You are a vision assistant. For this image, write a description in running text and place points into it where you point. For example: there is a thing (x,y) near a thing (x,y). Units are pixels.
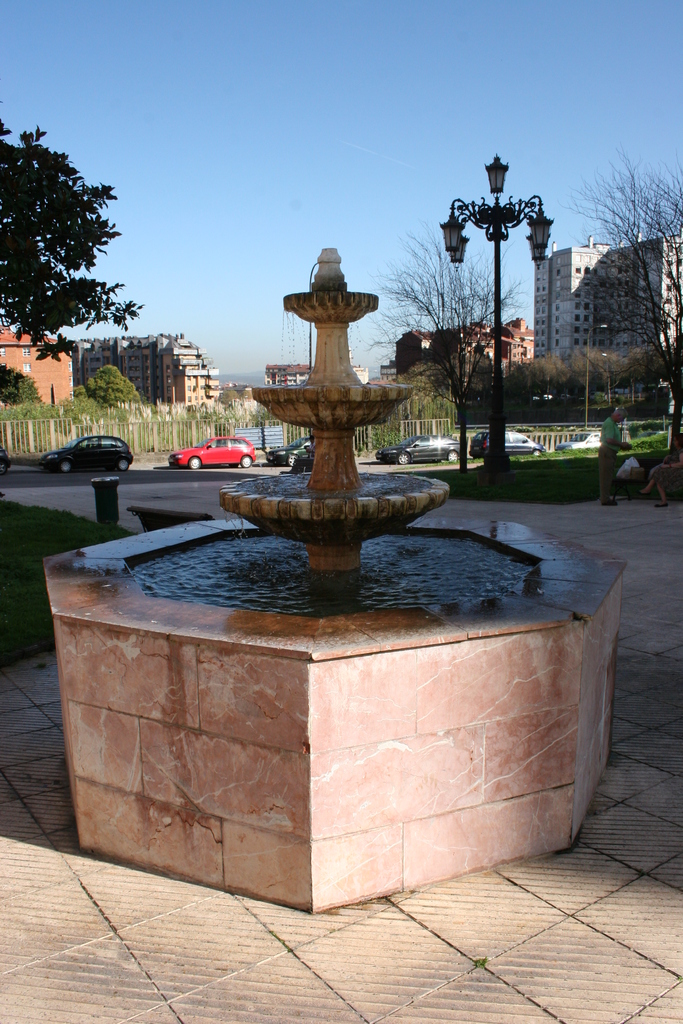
In the center of the image (337,461) we can see a fountain (316,718). In the background (288,456) there are cars (209,448) on the road (371,469). On the right (488,461) there is a pole (496,287) and we can see people (679,438). There are buildings (444,343), trees (431,369) and sky (312,215).
